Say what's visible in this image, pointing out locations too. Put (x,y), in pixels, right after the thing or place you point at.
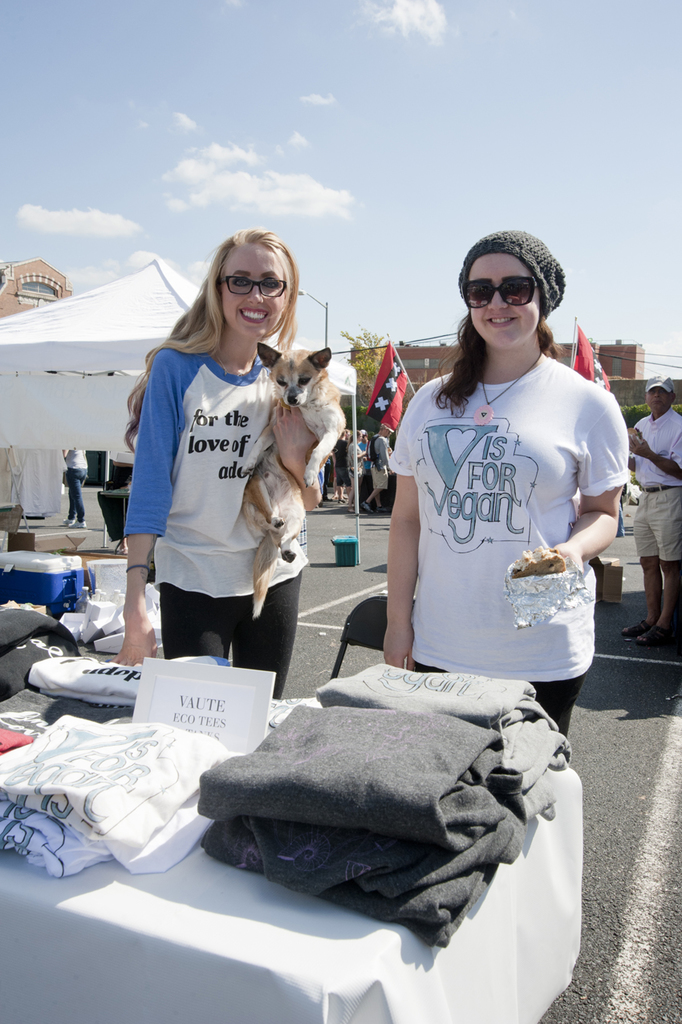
In this image, There is a table (494,946) covered by a white cloth (304,937) on that table (332,949) there are some clothes (285,774), And there are two women (445,626) standing, In the background (398,301) there is a blue color sky (325,101) and there is a white color shade (66,370), In the right side of the image (666,432) there is a man (648,542) standing.
